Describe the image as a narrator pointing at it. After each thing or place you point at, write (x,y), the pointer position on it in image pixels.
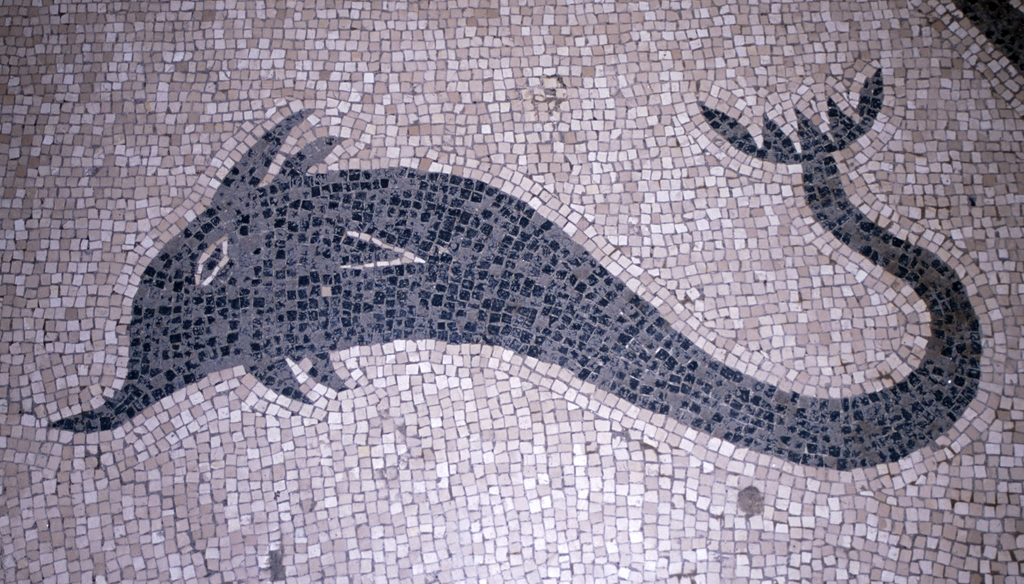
In this image we can see a picture of an animal (737,372) on the floor (764,173).
